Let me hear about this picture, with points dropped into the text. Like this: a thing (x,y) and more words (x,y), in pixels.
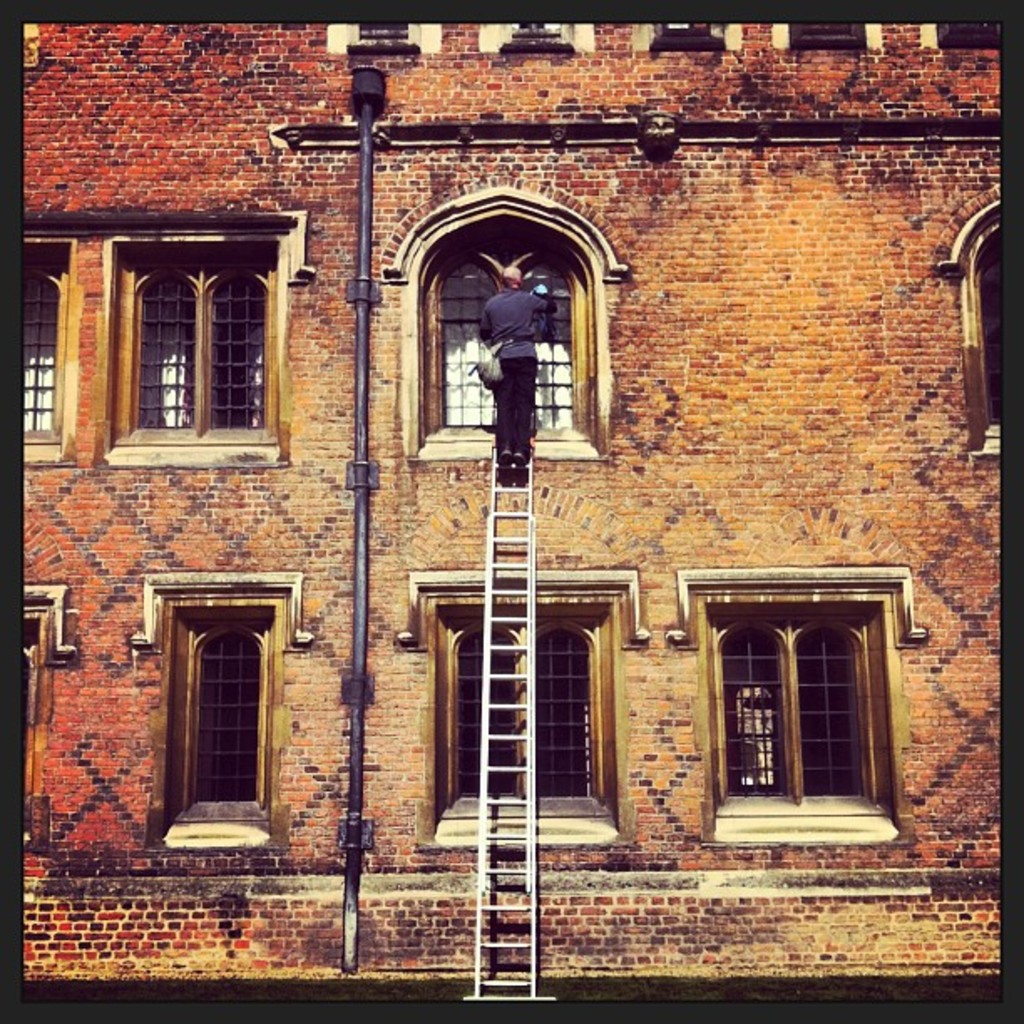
In this image we can see a building (341,257) and the glass windows (550,330). And we can see a person (511,319) on the ladder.
